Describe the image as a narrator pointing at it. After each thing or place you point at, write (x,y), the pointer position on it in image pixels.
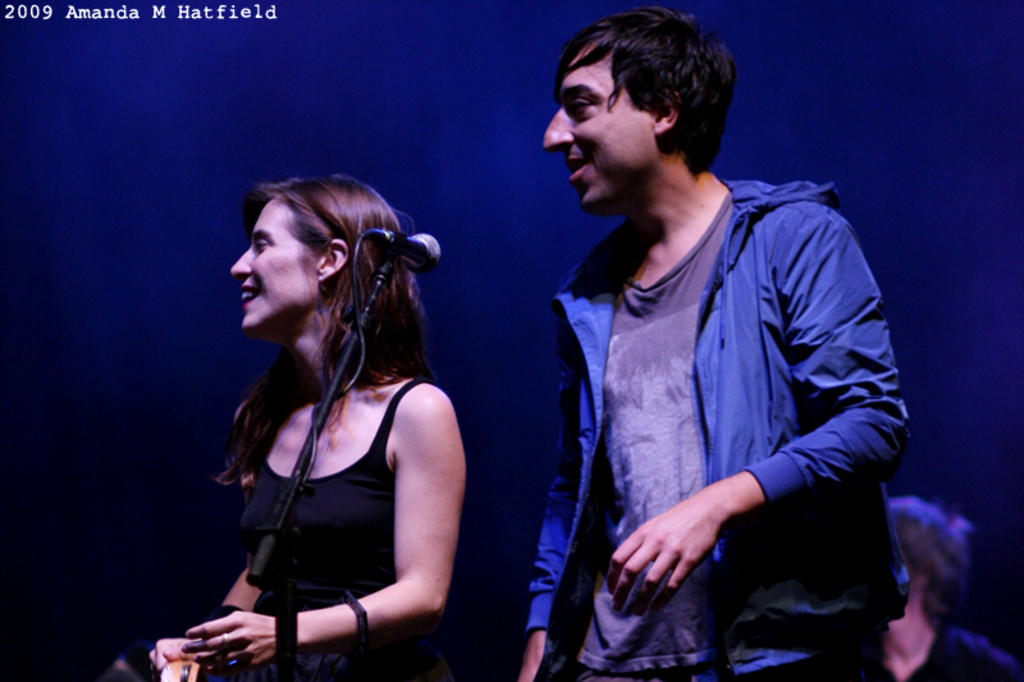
On the left side (326,235), there is a woman (323,231) in a black color dress (384,535), smiling and standing. Beside her, there is a mic (391,234) attached to a stand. On the top left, there is a watermark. In the background (935,657), there is a person (945,667). And the background (37,118) is blue in color.
